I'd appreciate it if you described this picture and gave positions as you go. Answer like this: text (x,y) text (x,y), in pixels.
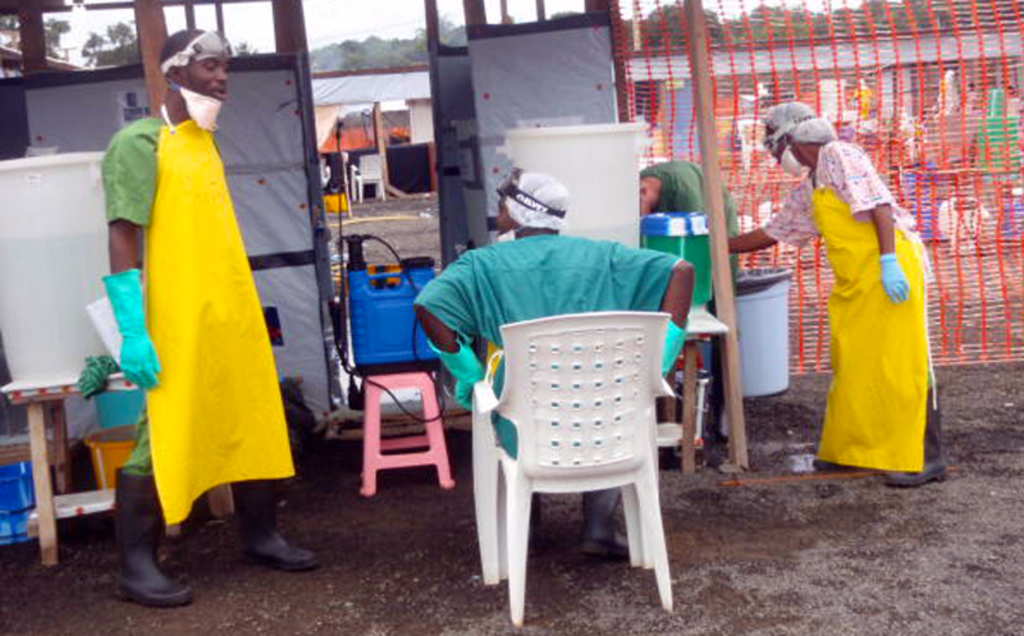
In the image there is a man (198,288) stood on left side (187,397) and in middle (516,278) a man (582,291) sat and on right side (848,249) there is a woman (853,300) stood, it seems to be like a old station (941,580).
